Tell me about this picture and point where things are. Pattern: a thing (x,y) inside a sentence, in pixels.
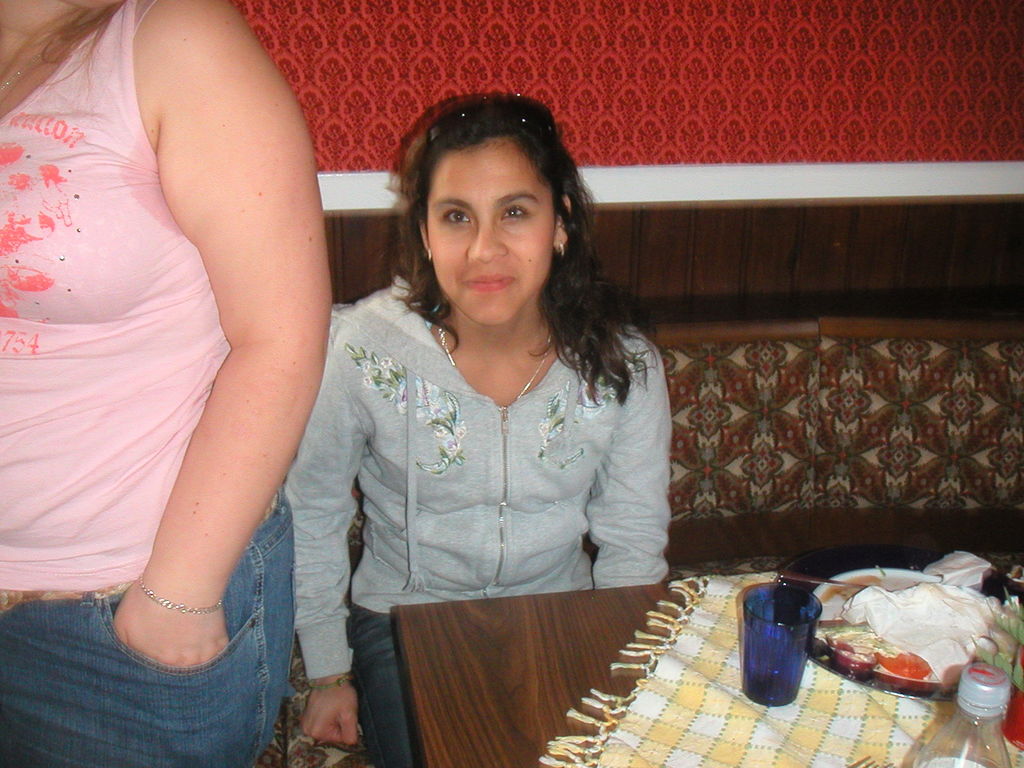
In this image there are two persons (341,355), One of the person (171,437) is standing and another is sitting. There are few objects (829,655) are placed on the table (713,718).
